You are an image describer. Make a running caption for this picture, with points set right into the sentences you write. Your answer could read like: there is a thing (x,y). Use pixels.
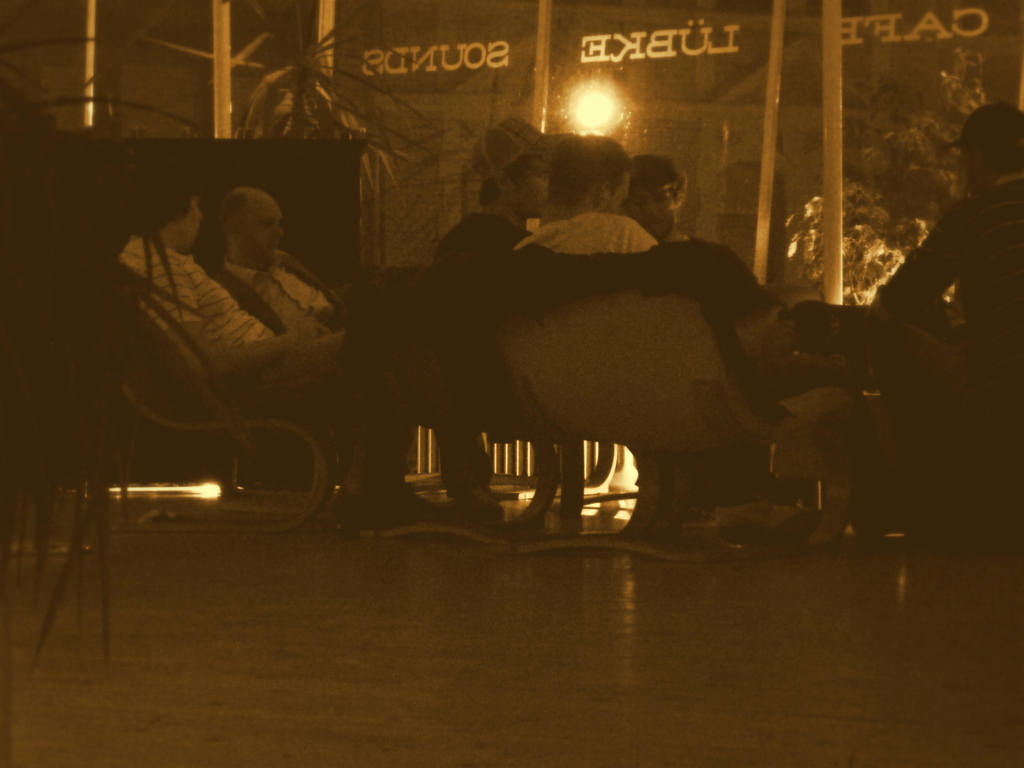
This picture shows the inner view of a building (426,209). There are some people (457,304) are sitting on chairs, one tree (896,188), some plants (280,111), one light (606,110), one building (629,116) and some text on the glass wall (756,93).
